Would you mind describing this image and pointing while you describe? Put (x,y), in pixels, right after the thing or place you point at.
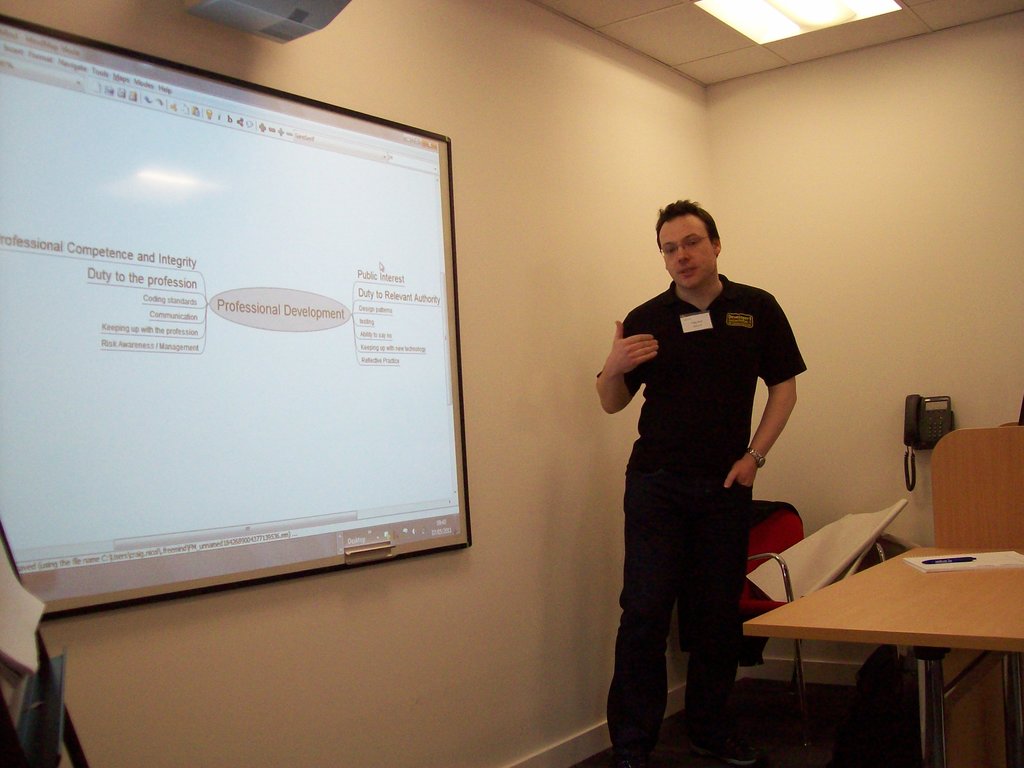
This picture shows a man (718,330) standing and speaking and we see a projector light (415,231) on the board (396,545) and we see a table (1009,721) and a telephone (911,431).
